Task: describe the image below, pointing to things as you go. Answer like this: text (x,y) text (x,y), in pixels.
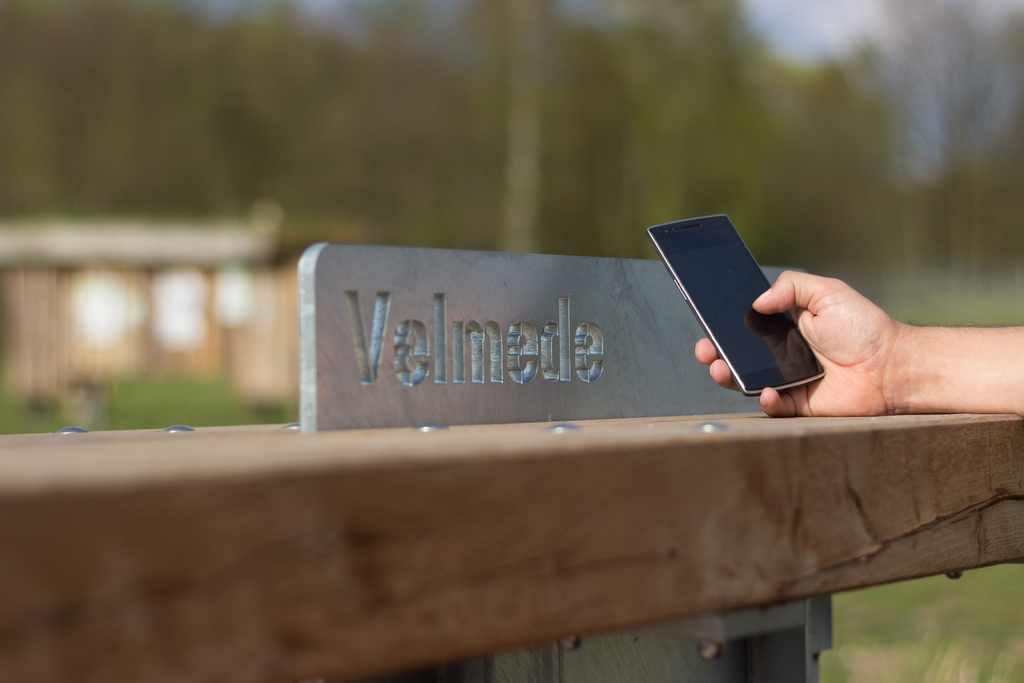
As we can see in the image there is a human hand (854,370) holding mobile phone (723,315). In the background (493,125) there are trees (493,125).
